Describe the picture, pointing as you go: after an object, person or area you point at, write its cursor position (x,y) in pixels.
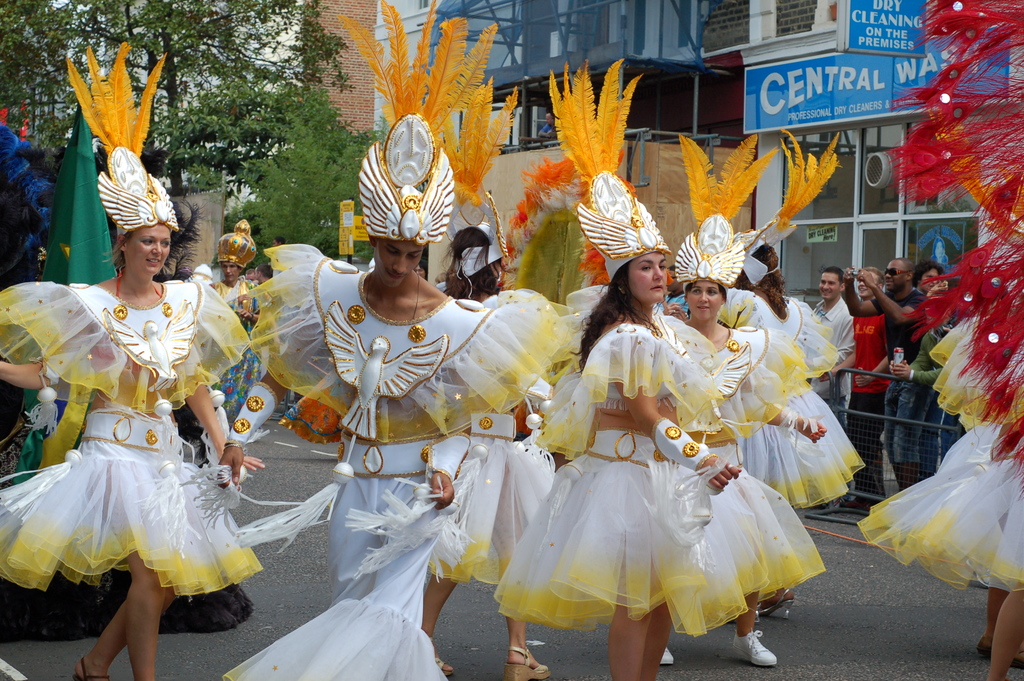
In the image there are a group of people (479,308) performing some activity, they are wearing variety costumes (519,320) and on the right side (849,140) there is a dry cleaning store (834,130) and beside that there is a building (353,95) and in the background (251,102) there are two trees (272,119).
